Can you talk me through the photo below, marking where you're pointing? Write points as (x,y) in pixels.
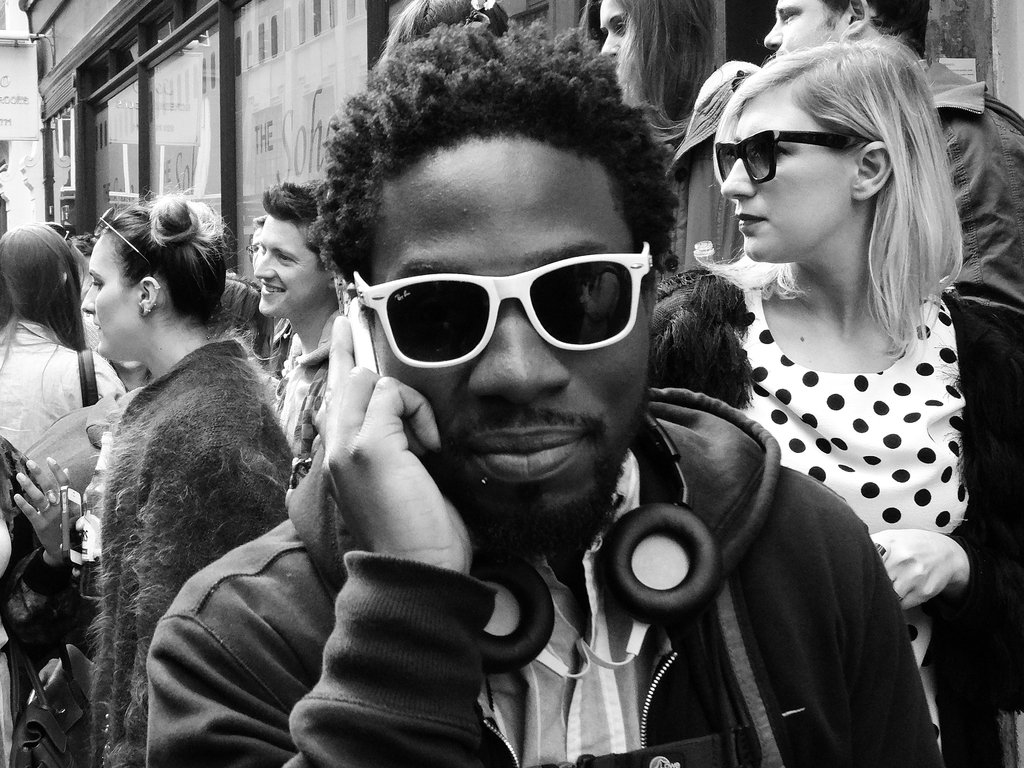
It is a black and white image, there are few people (175,309) standing beside a store (159,104) and in the front (458,467) there is a man (674,633), he is wearing a headset (622,581) and holding a mobile phone (362,327).
